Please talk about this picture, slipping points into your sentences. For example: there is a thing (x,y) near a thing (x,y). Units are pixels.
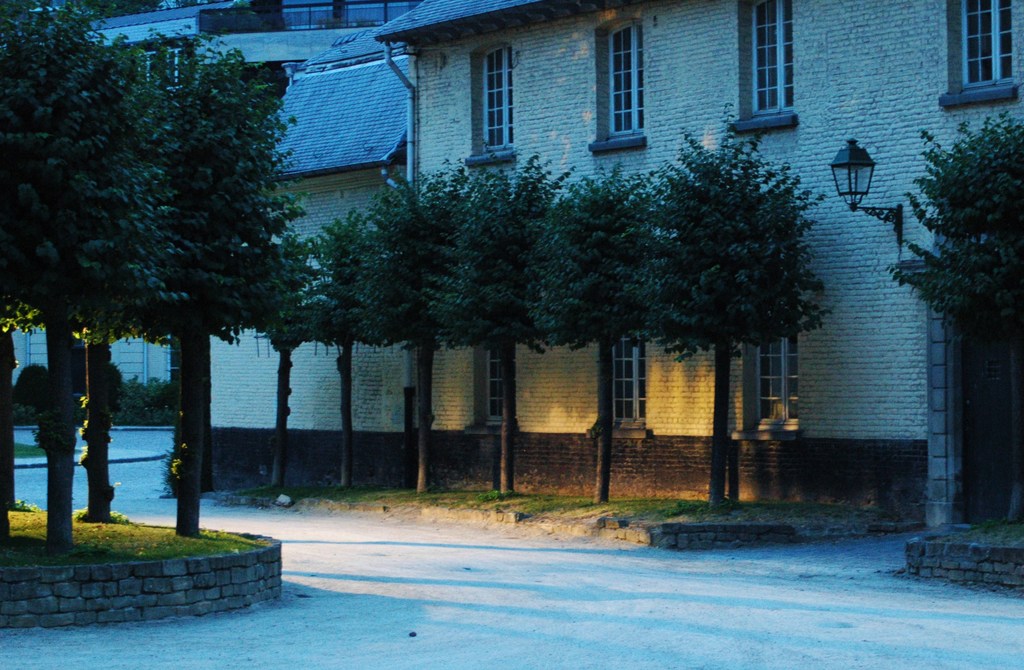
In this picture there are buildings (232,364) and trees (736,256) and there is a light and pipe (412,384) on the wall (314,208). At the bottom (302,518) there is a pavement (329,572) and there is grass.
